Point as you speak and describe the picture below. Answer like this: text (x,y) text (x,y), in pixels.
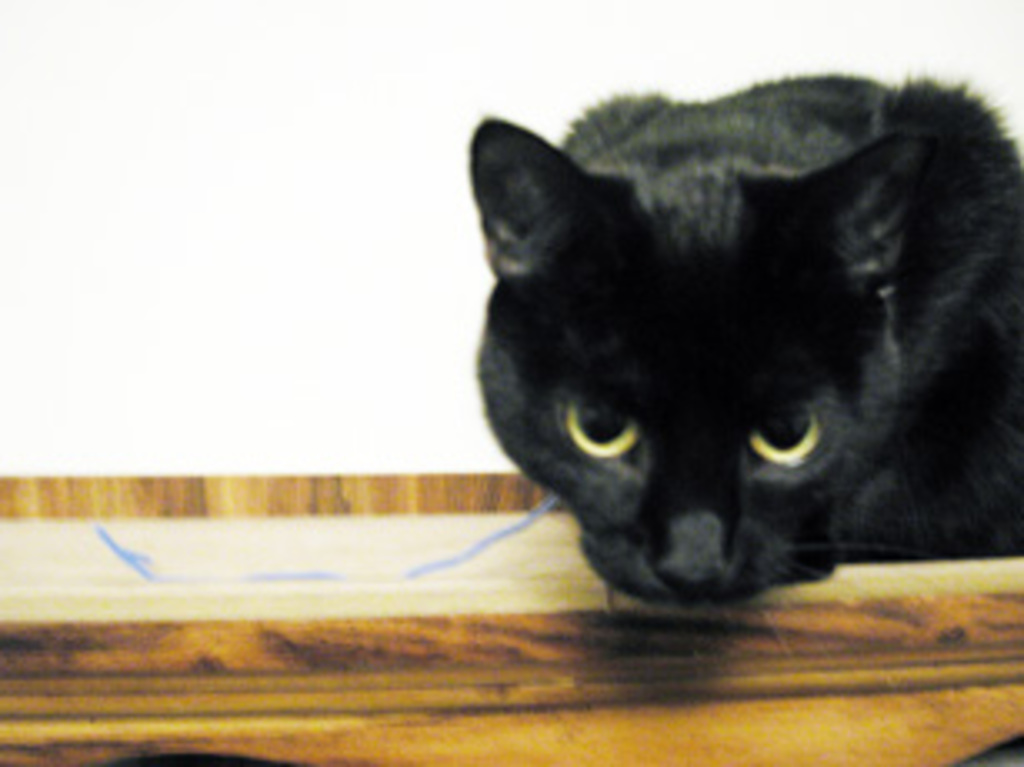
In this picture we can see a black cat (843,273) on a wooden object (423,647) and in the background (246,147) we can see white color.
